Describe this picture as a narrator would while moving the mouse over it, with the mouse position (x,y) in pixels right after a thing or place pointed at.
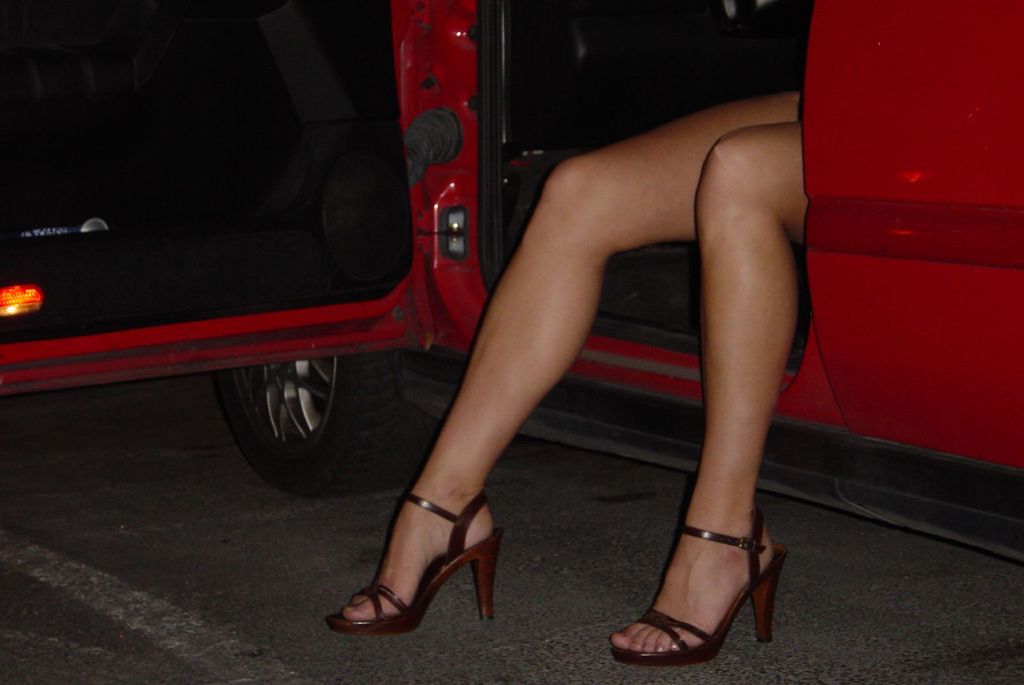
In this image there is a red vehicle (628,435) on a road (497,480), a person (676,590) is sitting in a vehicle (295,472) and she is wearing a heels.
